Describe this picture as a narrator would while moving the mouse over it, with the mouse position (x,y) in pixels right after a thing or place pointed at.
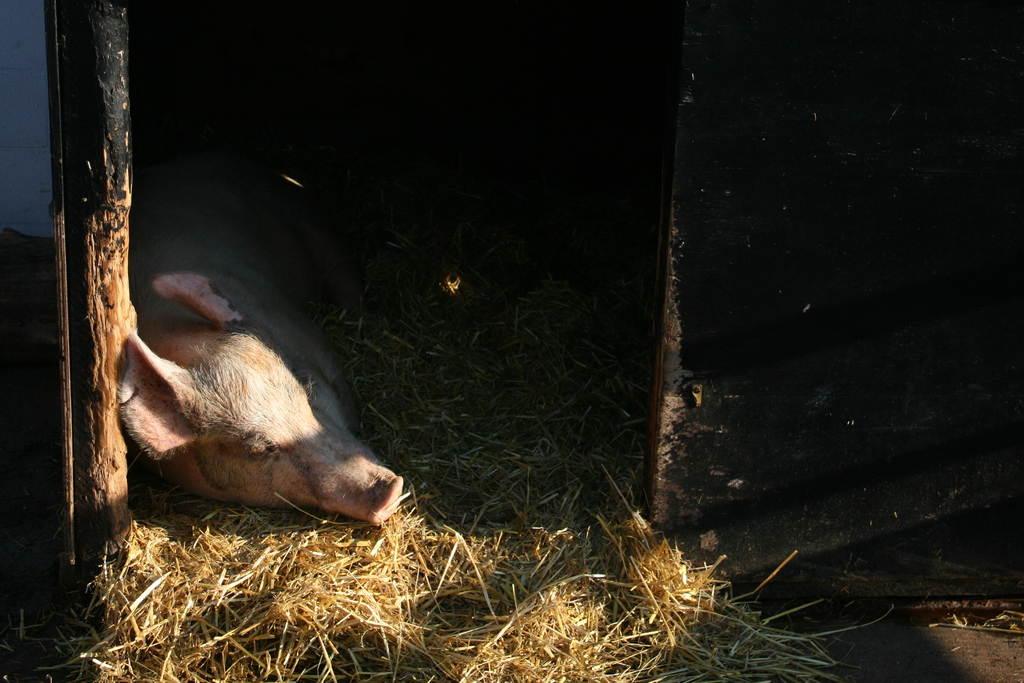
In this picture we can see an animal (269,377) on the grass (587,536), wooden poles (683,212) and in the background (645,86) it is dark.
